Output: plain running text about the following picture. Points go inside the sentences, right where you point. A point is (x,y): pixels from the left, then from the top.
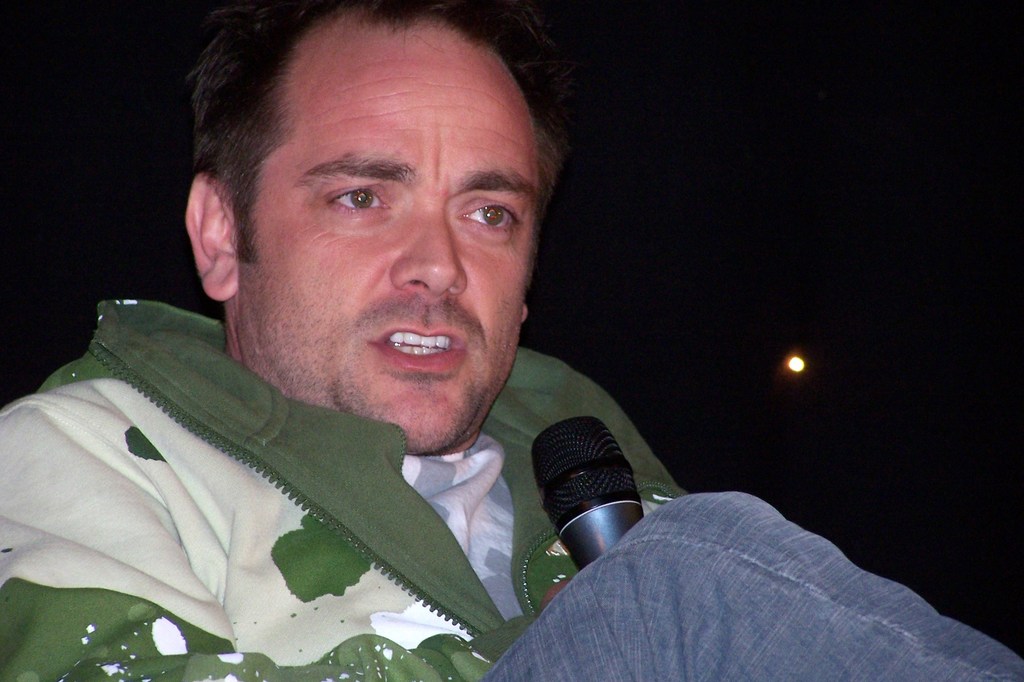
In this image there is a person (219,450) with green and white jacket (194,450) and blue jeans (690,592). He is holding a microphone (586,507) and he is talking.
